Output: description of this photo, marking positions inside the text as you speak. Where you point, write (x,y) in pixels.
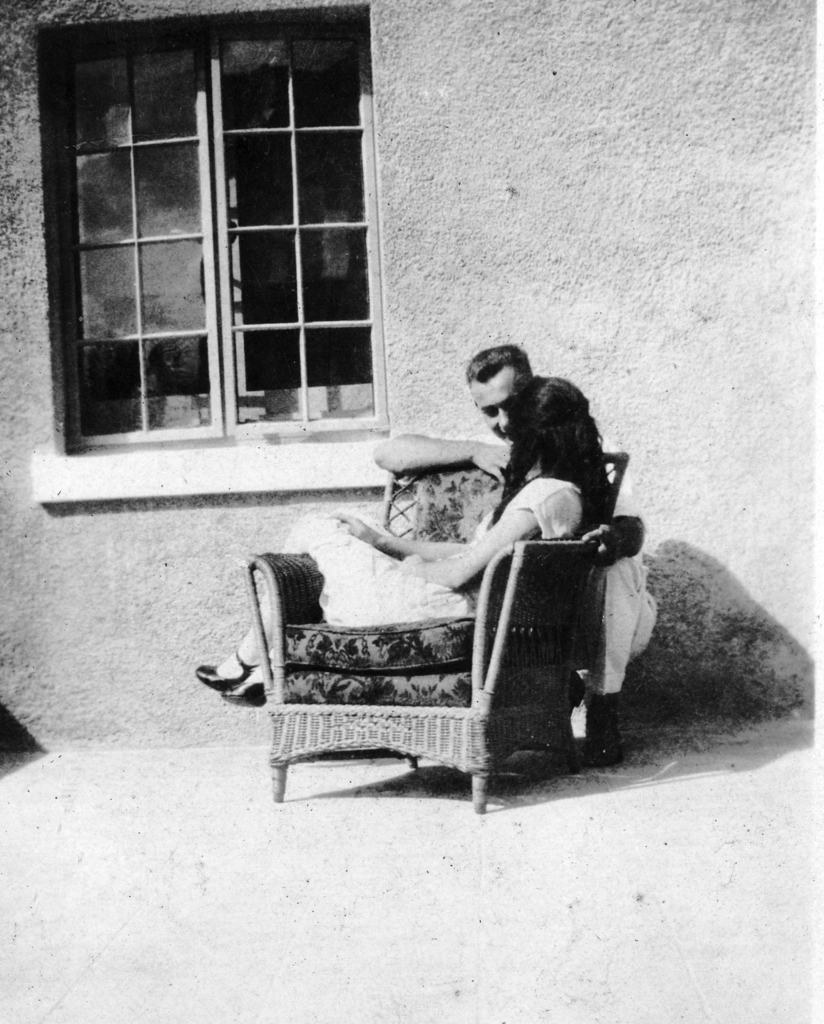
As we can see in the image there is a window (288,153), white color wall (544,274) and a woman (372,585) on chair (368,666) and behind the chair (482,506) there is a man (491,397).
